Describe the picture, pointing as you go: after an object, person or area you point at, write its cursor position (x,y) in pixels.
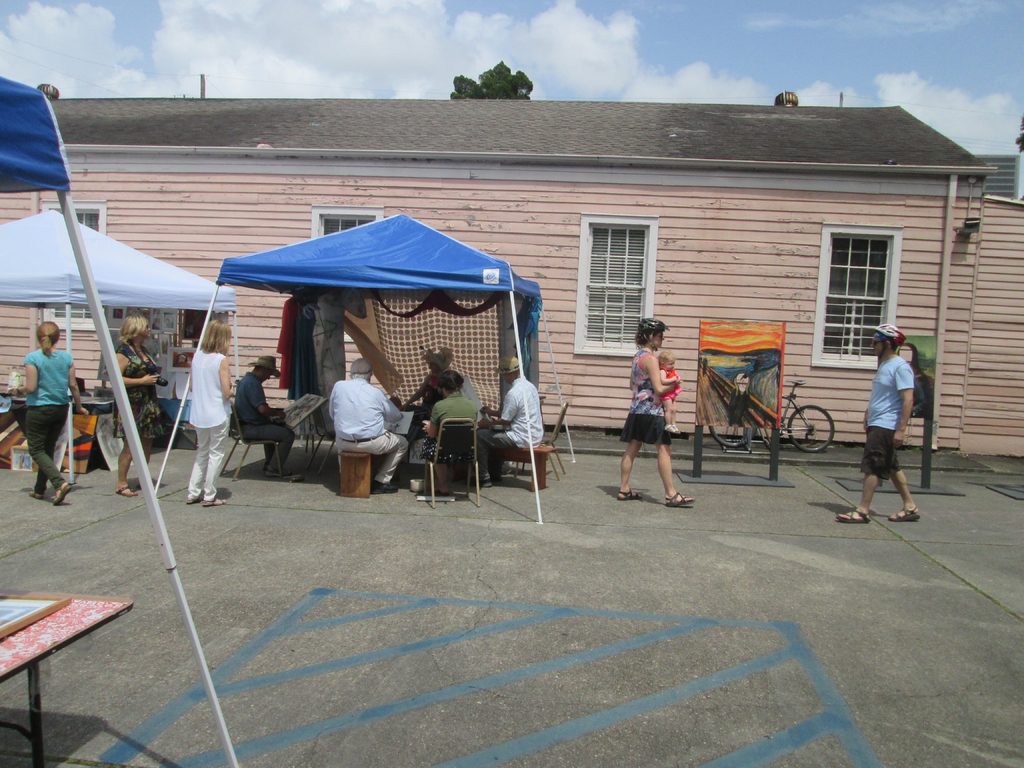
In this image, I can see on the right side (892,461) a man (879,442) is walking in the middle (659,388) a woman (671,457) is also walking by holding the baby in her hands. On the left side (338,427) few people (401,446) are sitting on the chairs (442,442) around a table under a tent (394,284). On the left side (216,332) there are girls (121,362) standing. In the middle (597,261) it is a house (772,264) with glass windows (846,241) and there is a tree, at the top (382,51) it is the sky (533,97).
